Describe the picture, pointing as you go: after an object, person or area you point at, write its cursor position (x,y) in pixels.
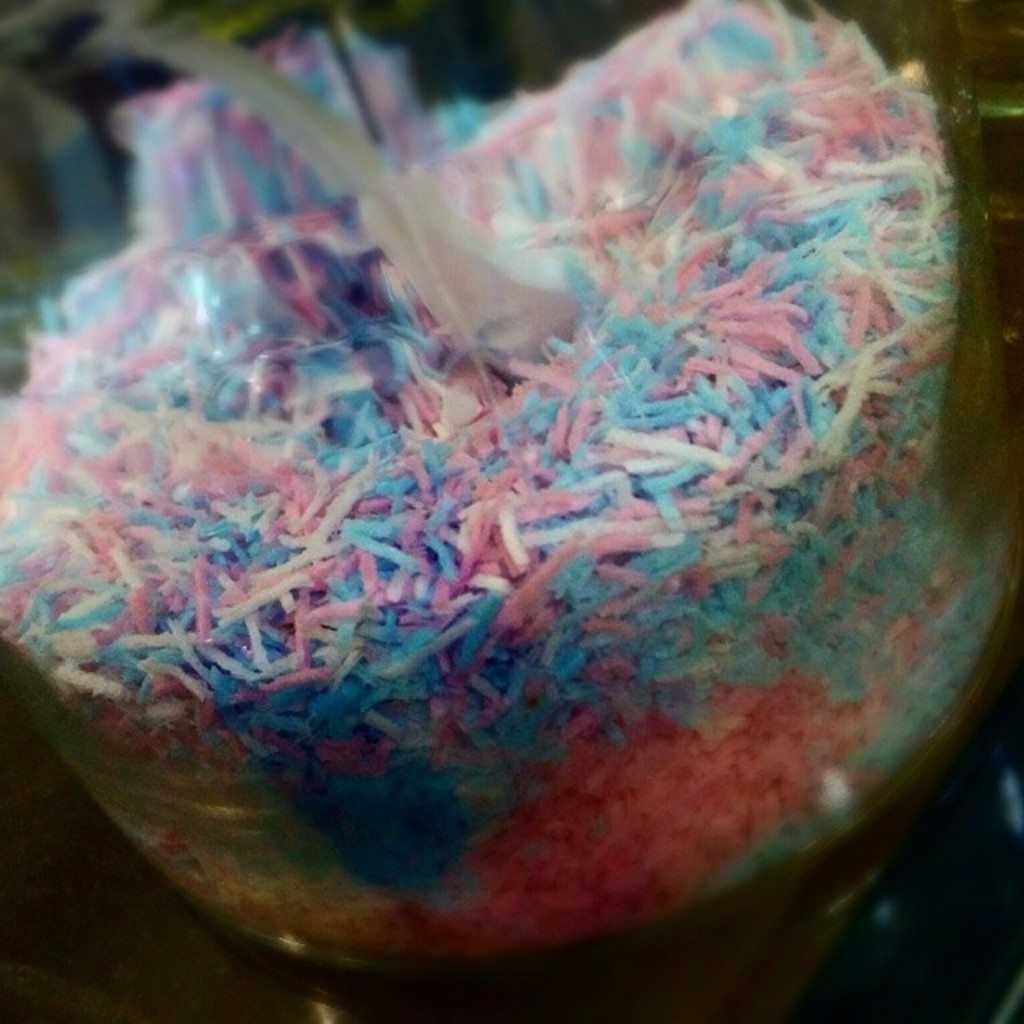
The picture consist of candy (576,549) in a glass jar (337,946).
